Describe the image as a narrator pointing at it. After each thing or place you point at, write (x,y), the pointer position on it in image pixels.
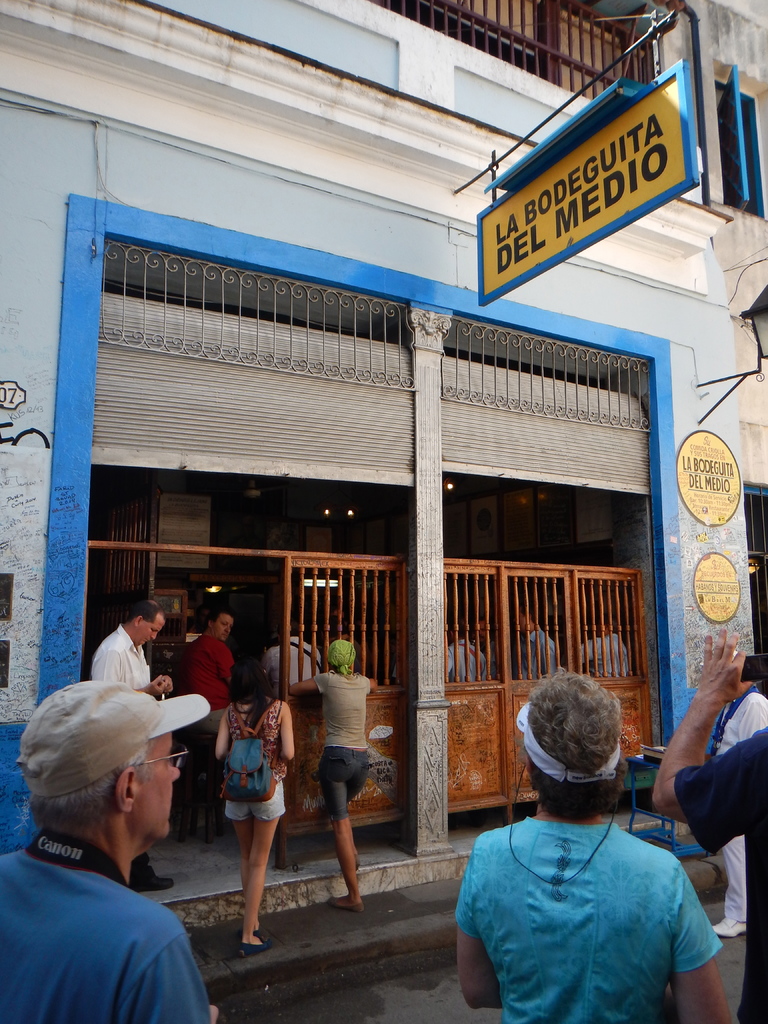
In this image we can see a building (746,514). There is some text (545,209) on the boards (719,465). There are many people (345,834) in the image. We can see few people (133,770) are carrying some objects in the image. There is a window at the top right side of the image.
